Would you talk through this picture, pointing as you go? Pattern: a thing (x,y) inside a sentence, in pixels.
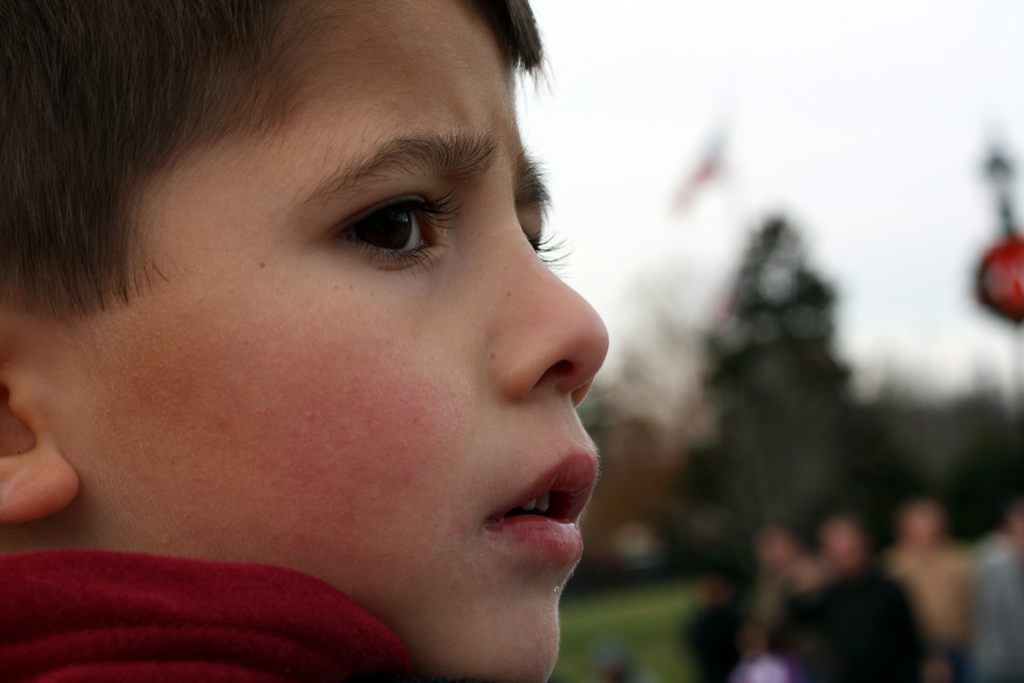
In this picture we can see a boy (450,236). In the background (996,590) we can see some people (991,571), trees (830,284), sky (866,96) and it is blurry.
